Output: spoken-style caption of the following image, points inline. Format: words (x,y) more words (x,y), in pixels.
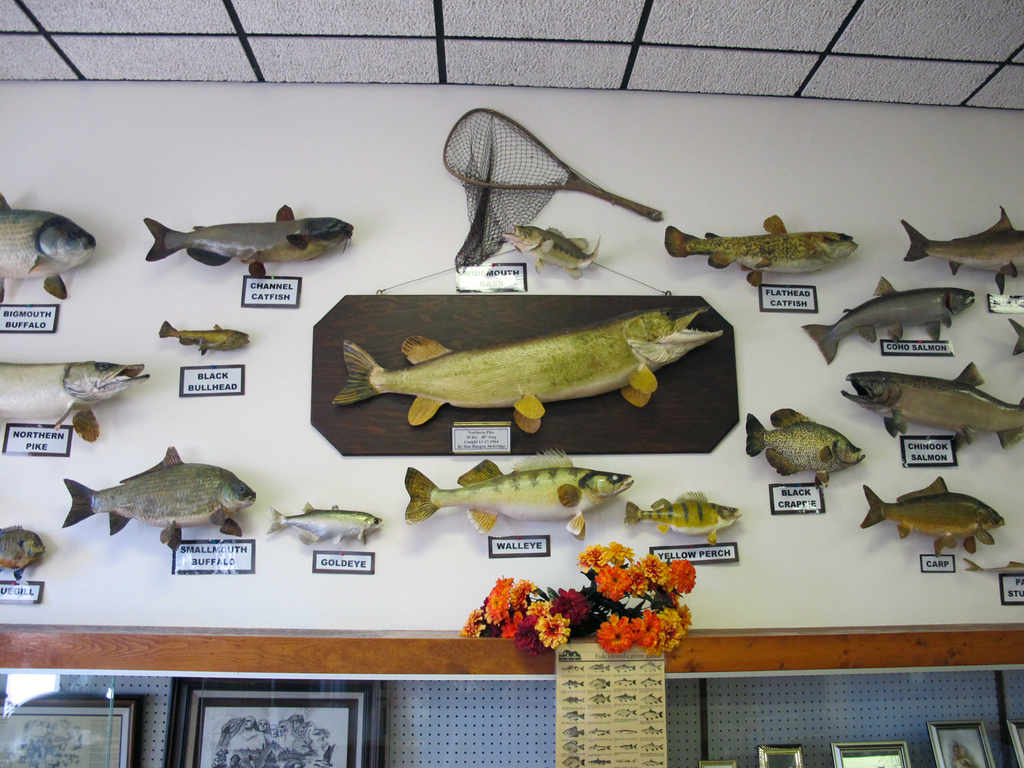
In this picture we can see a wall (753,578) and on the wall (764,527) there are sculptures (306,241) of fishes (315,540), net (492,162) and name boards (359,554). In front of the wall (376,549) there are flowers (605,633), photo frames (798,748) and a photo (655,728).
